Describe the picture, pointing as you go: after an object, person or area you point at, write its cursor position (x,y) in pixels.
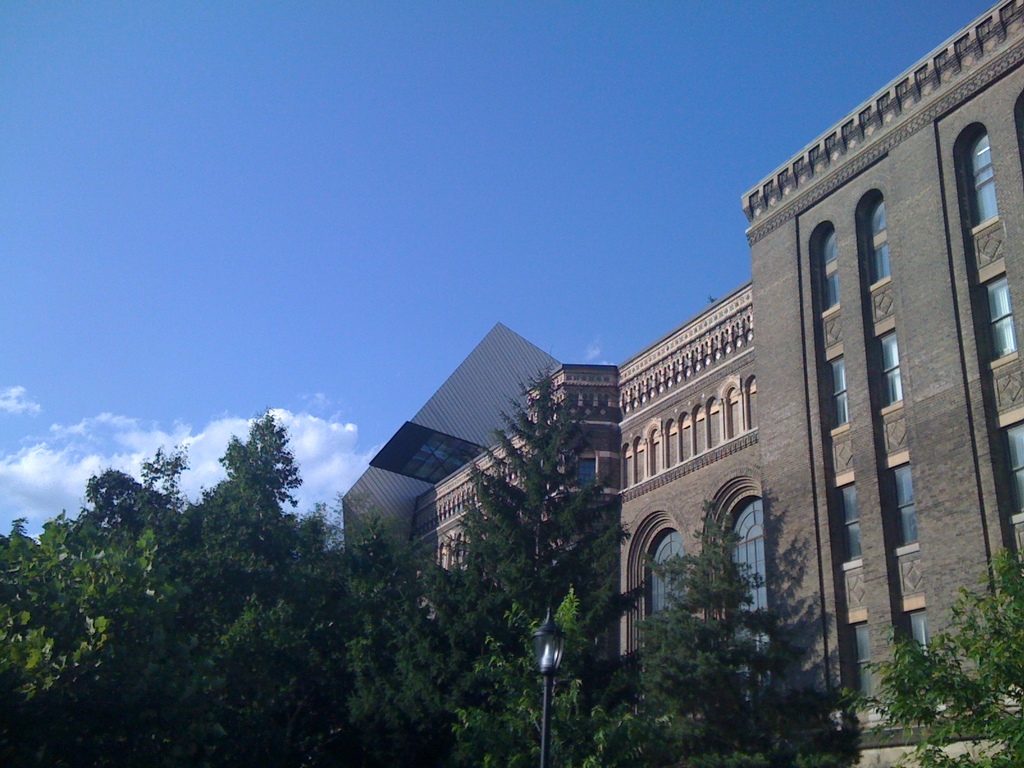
In this image we can see building (762,479), trees (235,595) and street light (553,667) in front of the building (787,411) and sky (351,315) with clouds (20,410) in the background (480,306).
